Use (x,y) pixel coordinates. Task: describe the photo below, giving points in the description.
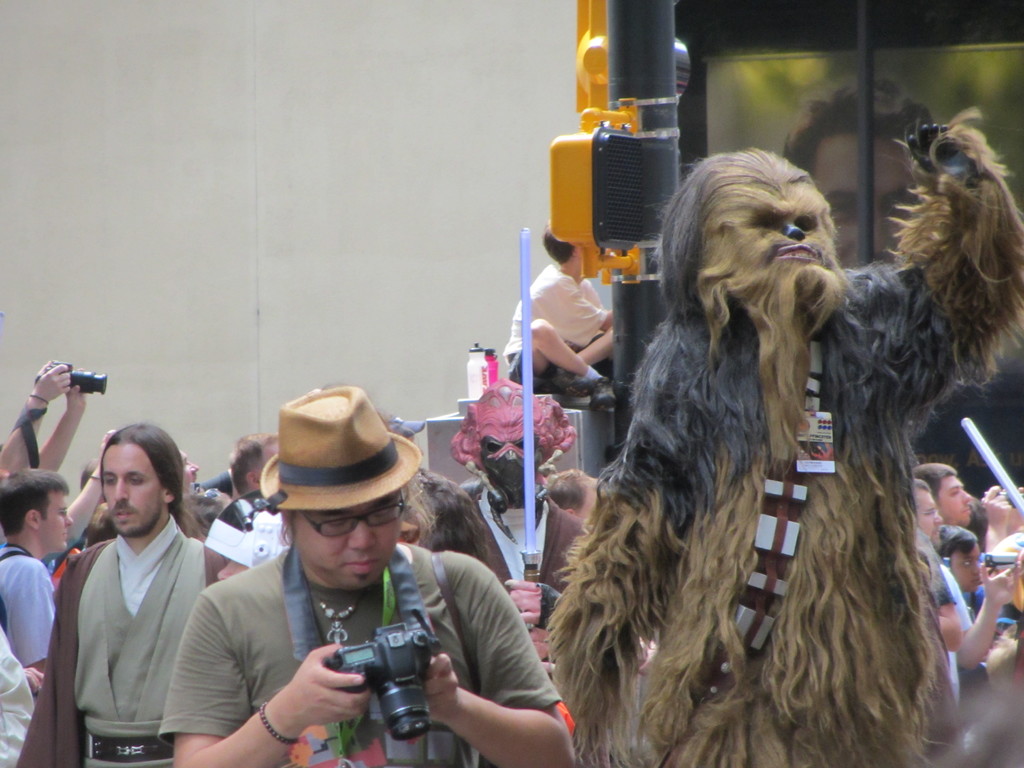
Here we can see that a group of people (136,435) are standing on the ground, and here is the mask (746,265), and here is the wall (226,172), and here is the pole (661,133).
